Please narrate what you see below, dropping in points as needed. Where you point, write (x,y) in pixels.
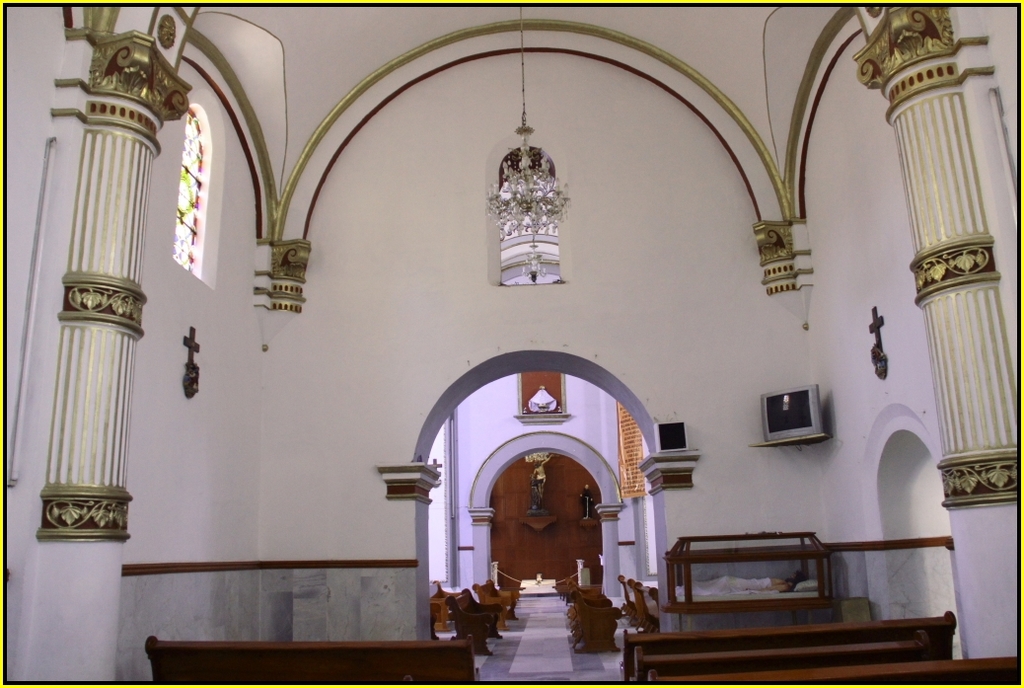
This picture is taken inside a church (54,44) there are beautiful pillars (924,82) on left (127,89) and right and white walls (578,377), there is a chandelier (531,199) hanging on the top (537,223), there are benches (707,639) and a wall mounted TV (792,408).
